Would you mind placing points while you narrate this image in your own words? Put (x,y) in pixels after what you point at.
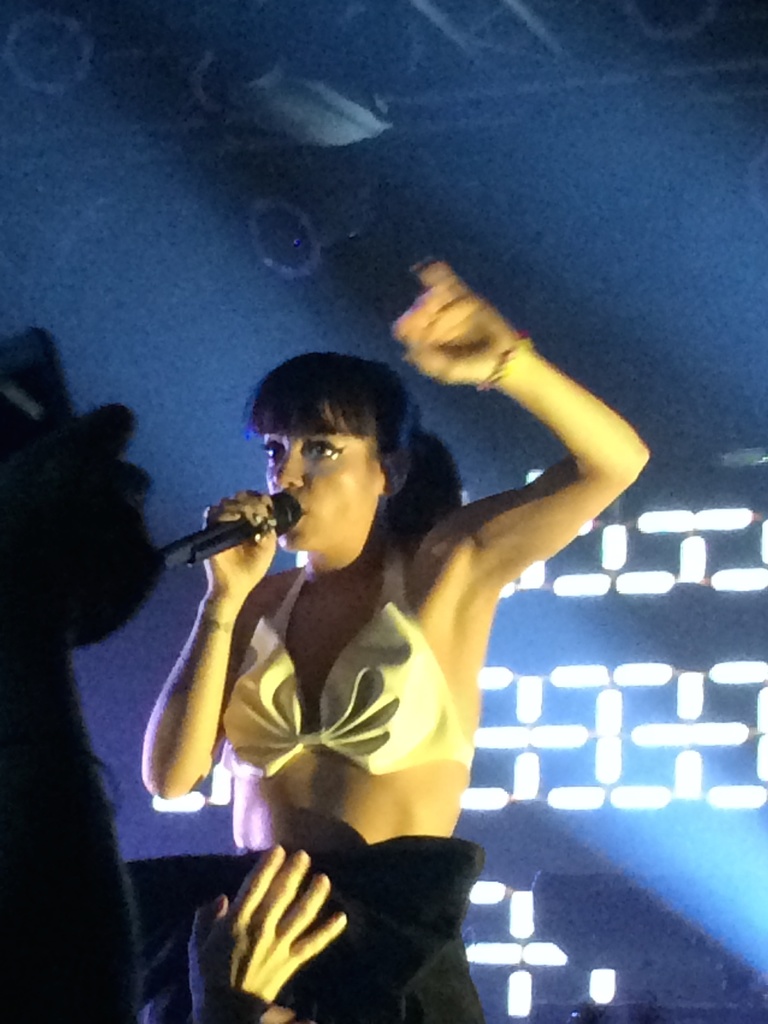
In this image, we can see a woman (347,670) is holding a microphone (236,532). At the bottom (227,992) and left side of the image (71,955), we can see human hands (97,968). Background we can see lights (599,733). Top of the image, there is a ceiling (596,76).
